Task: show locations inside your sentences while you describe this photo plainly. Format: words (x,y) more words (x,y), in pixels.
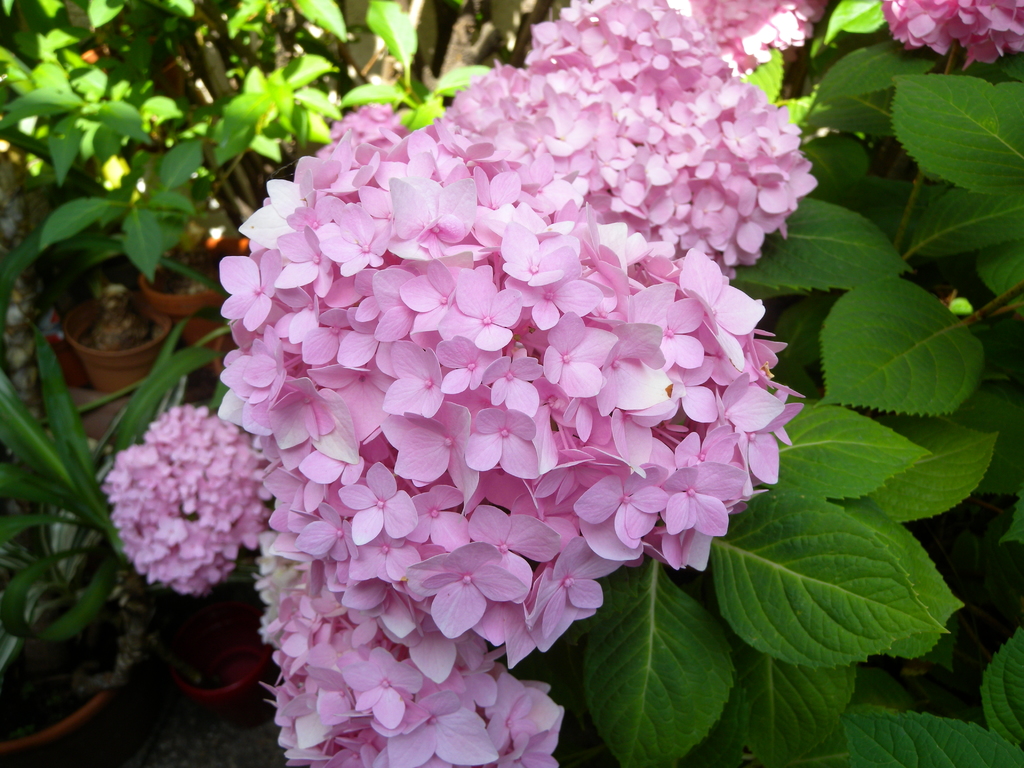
In this image I can see pink color flowers (539,206). Here I can see number of flower vases (139,340).
